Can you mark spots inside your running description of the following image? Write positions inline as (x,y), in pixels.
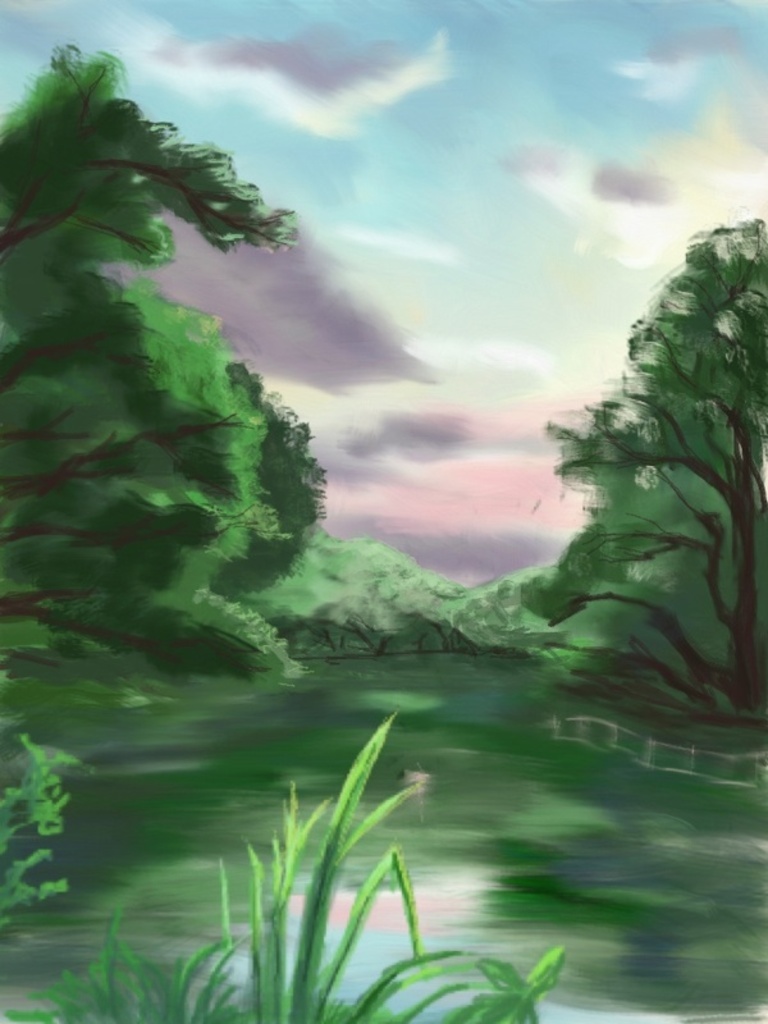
There is a painting (203,941) of water (239,770) and trees (158,520).
